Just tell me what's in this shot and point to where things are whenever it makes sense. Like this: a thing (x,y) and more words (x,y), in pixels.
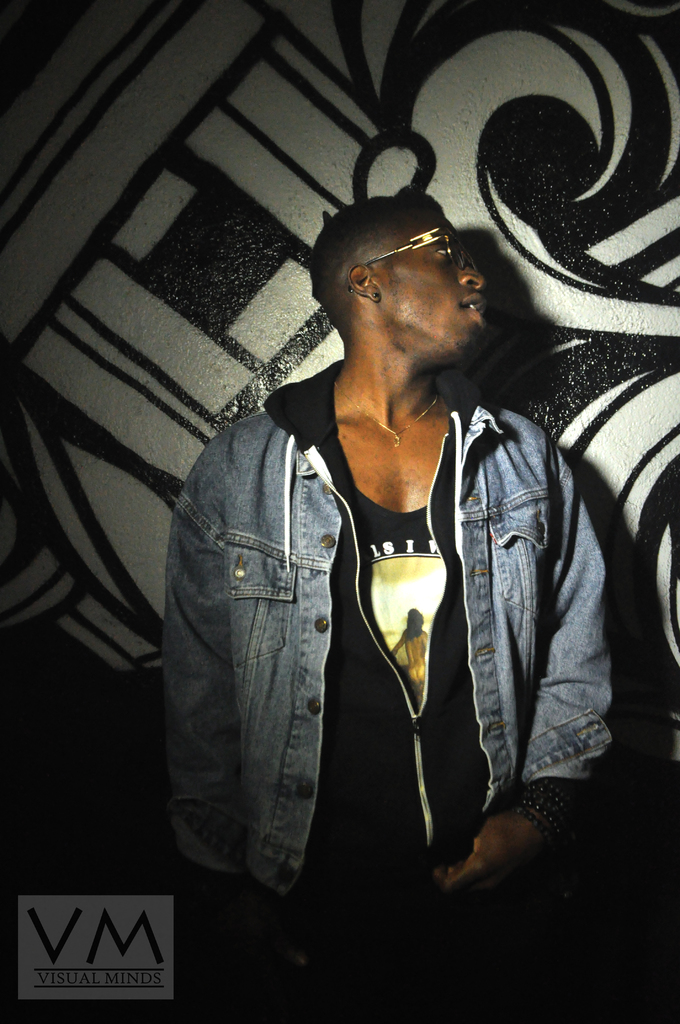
In this image there is a person (393,795), wearing a spectacle (452,256), behind him maybe there is a wall (108,231), on which there is a design (136,453), at the bottom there is a text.
